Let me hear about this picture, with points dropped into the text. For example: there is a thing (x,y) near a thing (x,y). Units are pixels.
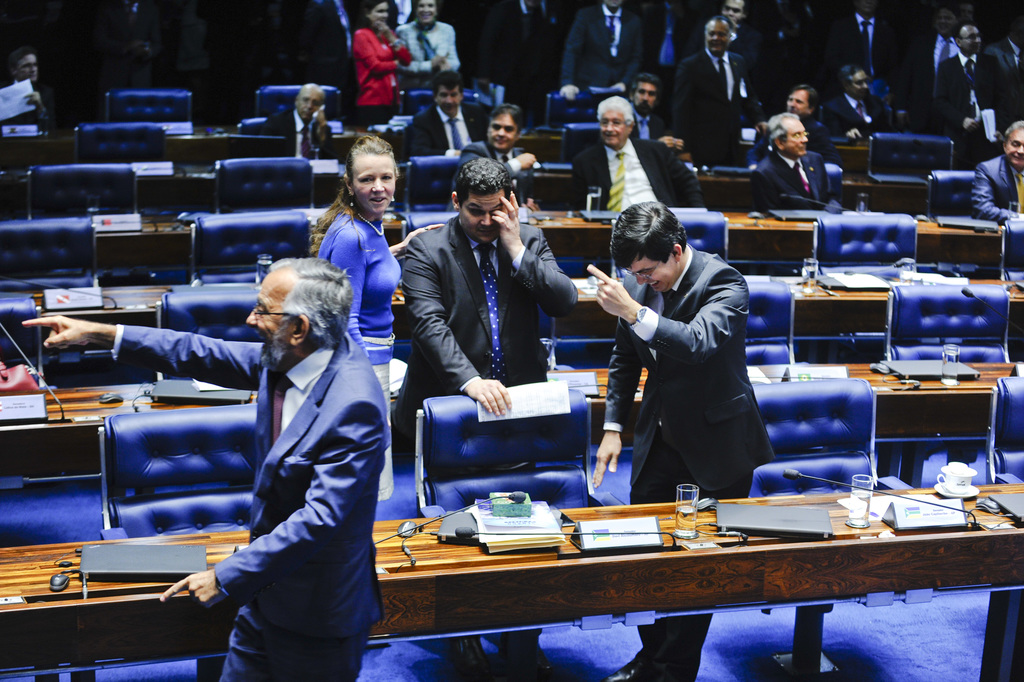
In the image few people (577,85) are standing and sitting. Behind them there are some tables (1011,601), on the tables (154,583) there are some glasses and papers (3,98) and books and mouses (59,576) and laptops (120,563) and microphones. Behind them there are some chairs (1002,459).
